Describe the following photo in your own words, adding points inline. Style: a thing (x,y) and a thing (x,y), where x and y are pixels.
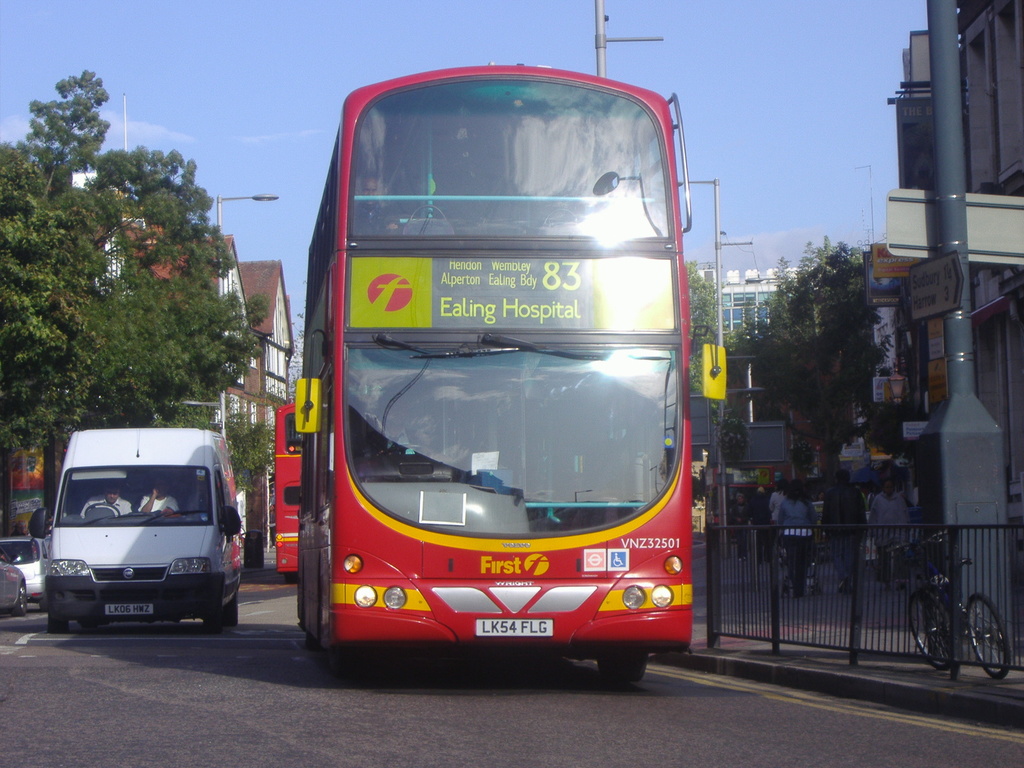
In the center of the image (489,461) there are vehicles (629,663) on the road (570,736). On the right side of the image (806,551) there is a metal fence (954,627). There is a cycle (942,630). There are poles (718,254). On the left side of the image (235,196) there is a street light (222,201). On the right side of the image (782,497) there are people (794,488) walking on the pavement (829,579). There are sign boards (893,287). In the background of the image (848,285) there are trees (836,269), buildings (774,275) and sky (803,84).
